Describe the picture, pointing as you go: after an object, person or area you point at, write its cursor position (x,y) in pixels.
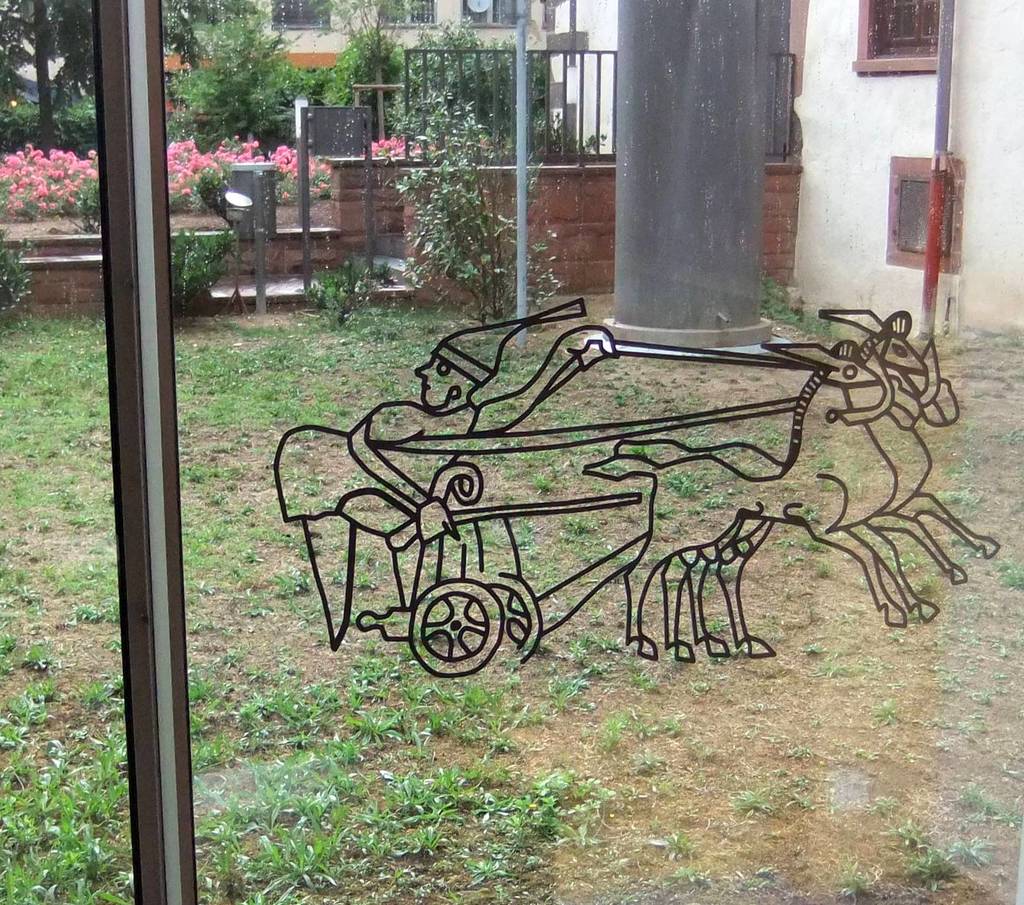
In this image there is a glass door (1016,656) on that door (1016,622) there is painting (581,625) of horses (681,500), cart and a man (318,475), in the background (317,288) there is a land pole (682,81), trees (183,73) and houses (817,119).
